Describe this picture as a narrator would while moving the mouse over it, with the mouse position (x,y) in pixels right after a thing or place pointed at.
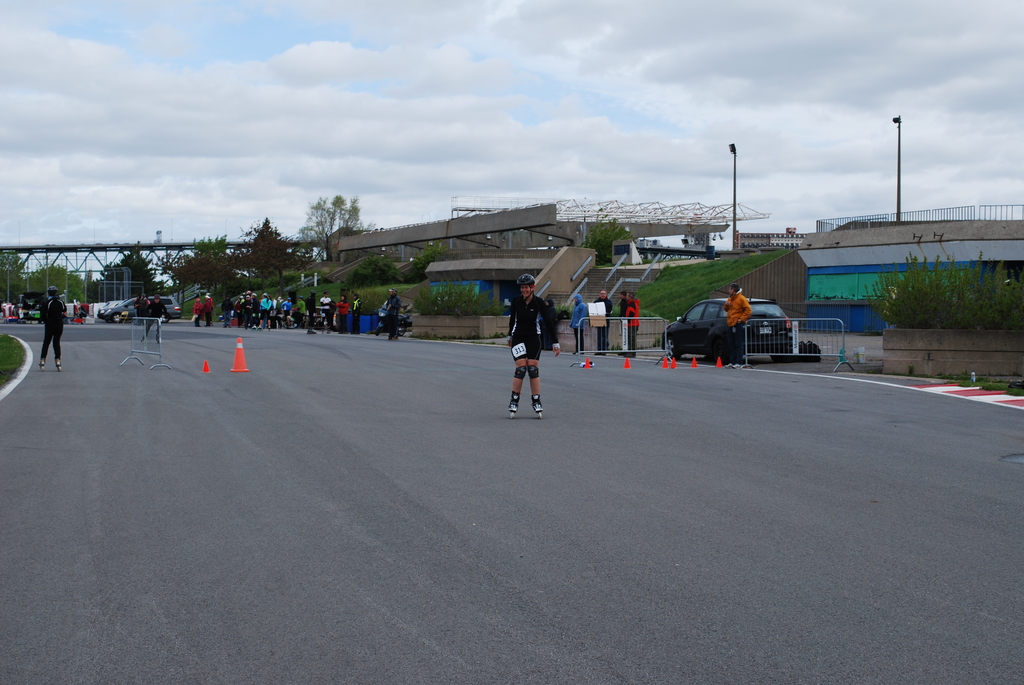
In the center of the image (366,360) there is road (388,610). There are people (266,299) on the road (230,328). There are safety cones (237,347). In the background of the image (273,281) there are trees (182,280). There is grass (14,363). At the top of the image (395,169) there are clouds (614,146). There is a car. There are barricades (782,329).
